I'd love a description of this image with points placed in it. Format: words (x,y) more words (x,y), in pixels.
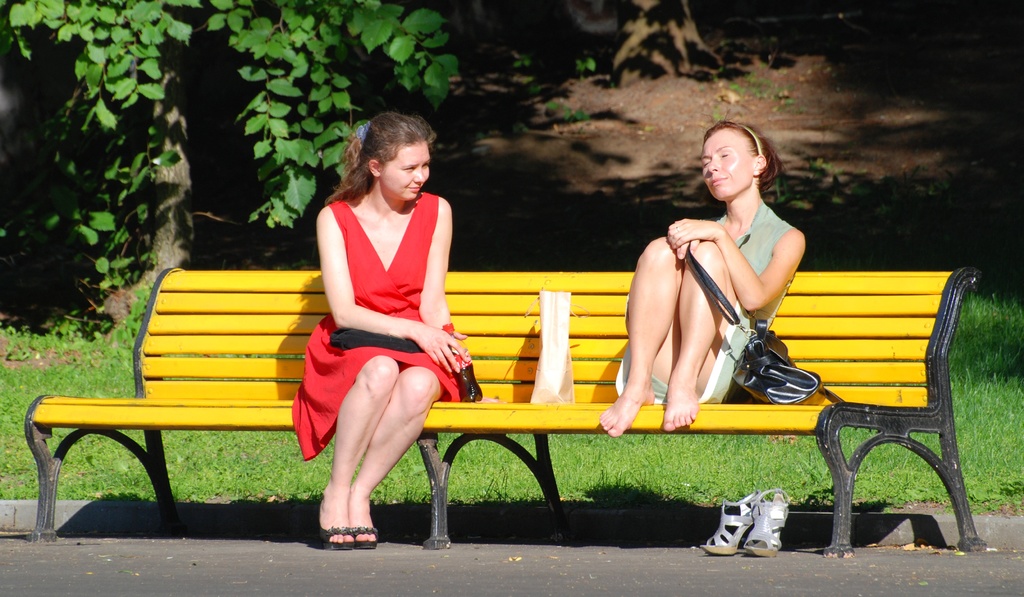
As we can see in the image there is a tree (127,44) and two women (336,248) sitting on bench (485,349).
